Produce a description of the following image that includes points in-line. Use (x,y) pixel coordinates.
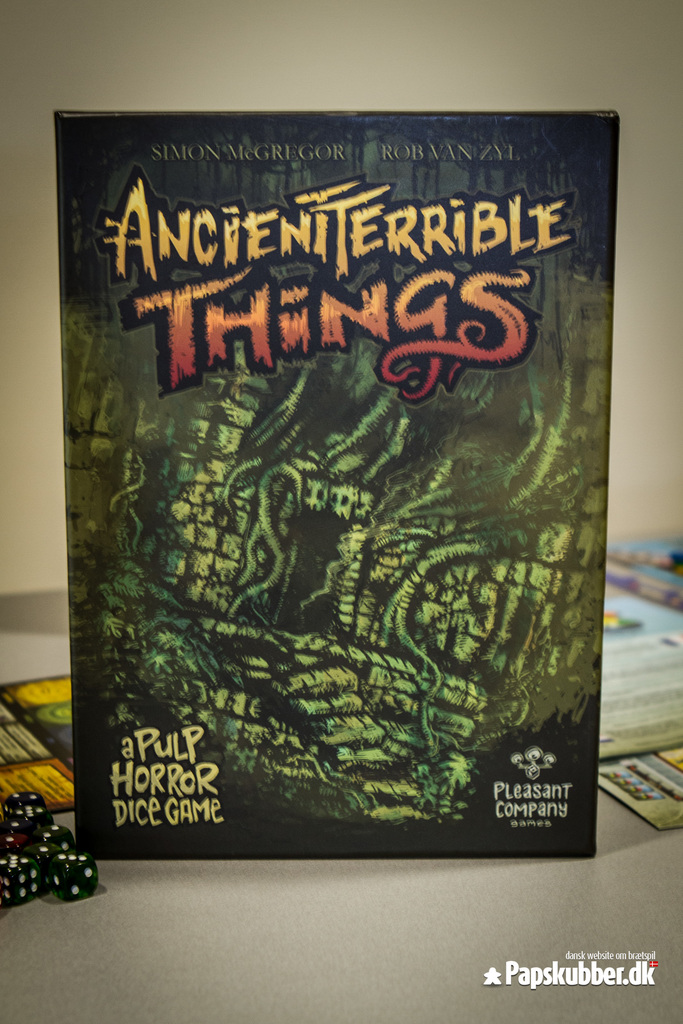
In this image I can see a green colour thing (352,357) and on it I can see something is written. On the left side of this image (73,901) I can see few black colour dice (73,835) and on the bottom right corner of this image (656,985) I can see a watermark (538,962). I can also see few more things (37,764) in the background (629,647).
